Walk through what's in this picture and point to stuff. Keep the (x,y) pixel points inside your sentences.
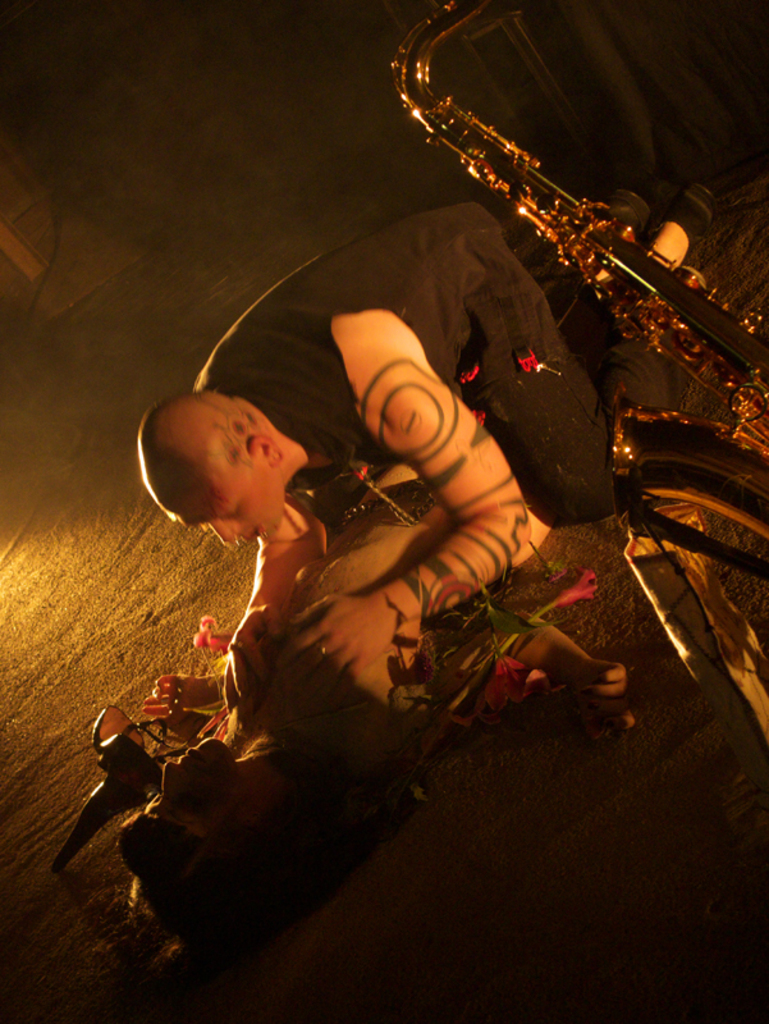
In this image there are two people (379,643), one is lying on the floor (431,974) and the other on above the person (321,714) and there is a musical instrument (696,334).
